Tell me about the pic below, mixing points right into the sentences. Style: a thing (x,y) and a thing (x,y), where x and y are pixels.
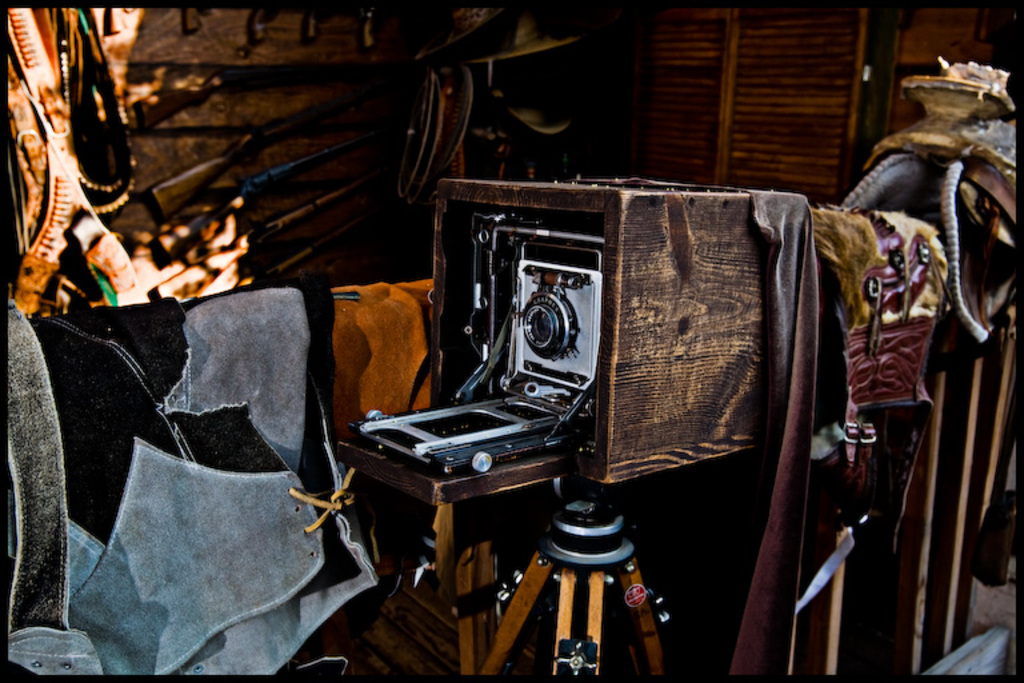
This image is taken indoors. This image is an edited image. In the background (251,93) there is a wall (217,55) and there are a few things (99,153). There is a wooden cupboard (778,83). On the left side of the image (104,497) there is a cloth (245,553). In the middle of the image (543,400) there is a camera (530,331) in the wooden box (558,182) on the stand (611,549). On the right side of the image (833,620) there are a few wooden sticks (911,533) and there are a few things (933,239).
